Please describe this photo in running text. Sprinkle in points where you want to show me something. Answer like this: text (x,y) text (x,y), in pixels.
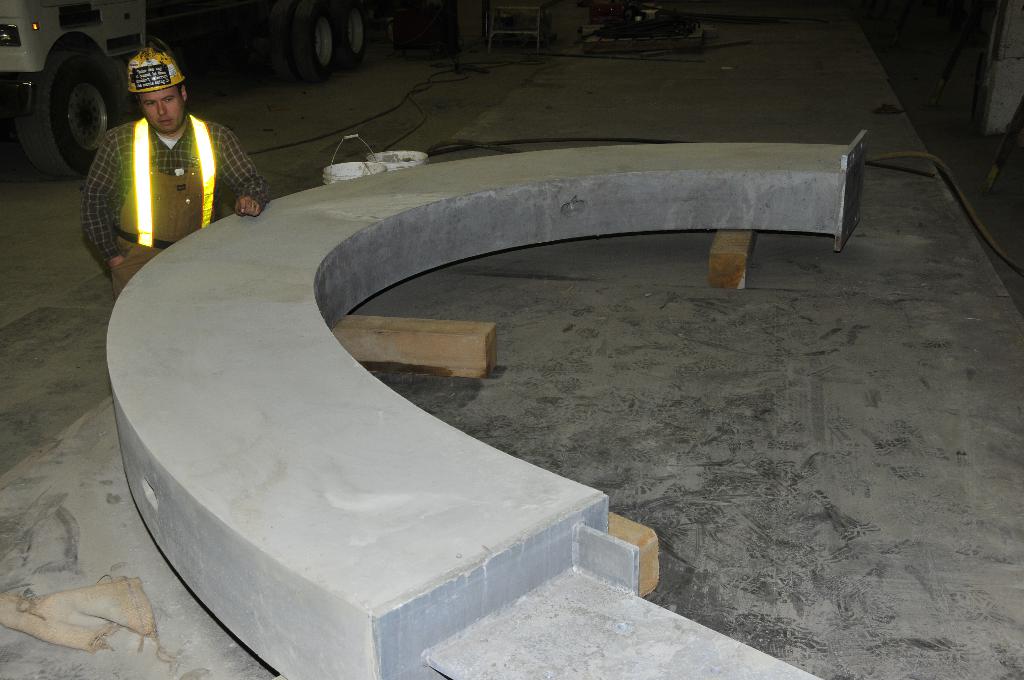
In this picture I can see the arch construction (342,378). I can see a person (92,189) wearing a helmet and standing on the left side (127,241). I can see the vehicle (125,49). I can see buckets (389,154).
